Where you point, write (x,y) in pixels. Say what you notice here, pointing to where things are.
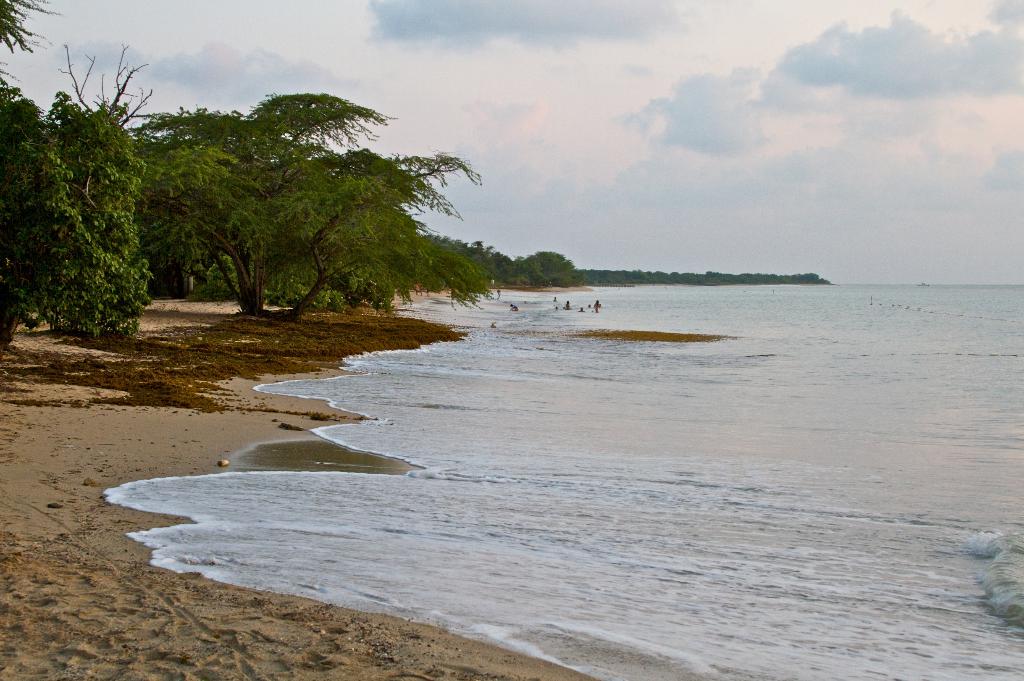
In this image on the right side (771,428), I can see the water (698,523). On the left side (190,267) I can see the trees (197,253). At the top (782,120) I can see the clouds (645,108) in the sky (646,69).
